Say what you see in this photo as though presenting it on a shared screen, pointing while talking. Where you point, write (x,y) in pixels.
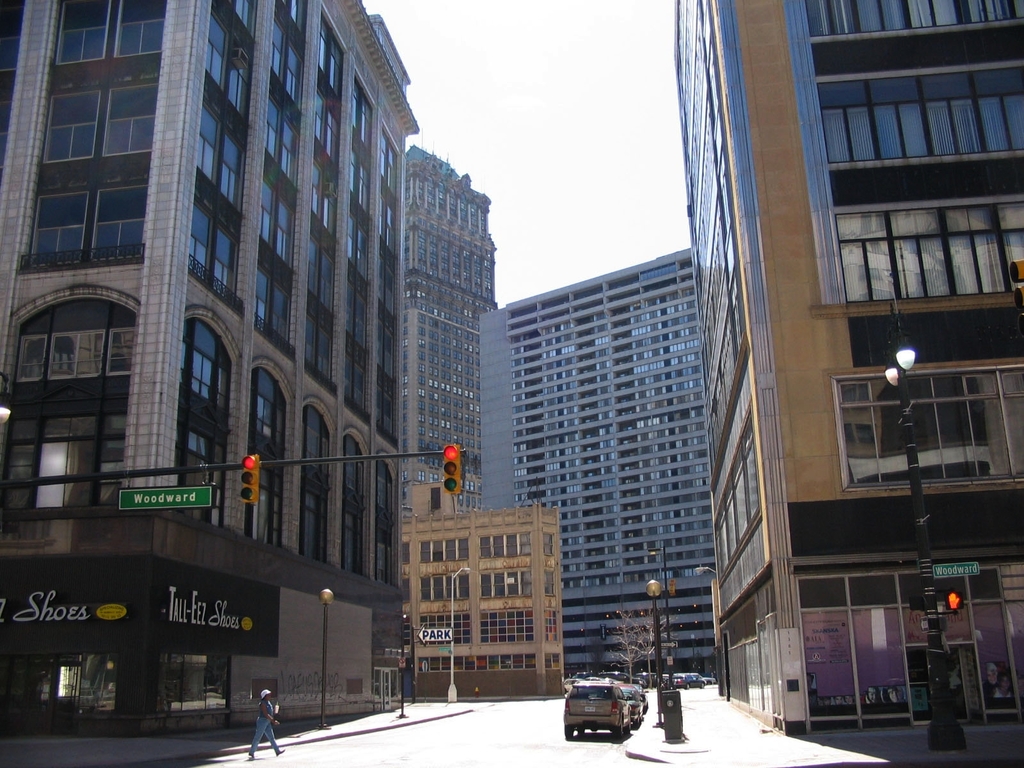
In this image there is the sky (571,107) towards the top of the image (573,27), there are buildings (246,316), there are windows (584,306), there is boards (255,630), there is text (440,634) on the boards (169,501), there are poles (326,613), there are lights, there are traffic lights (255,475), there is the road (483,729) towards the bottom of the image (479,729), there are vehicles (674,686) on the road (522,722), there is a woman (272,720) walking on the road (270,753).
